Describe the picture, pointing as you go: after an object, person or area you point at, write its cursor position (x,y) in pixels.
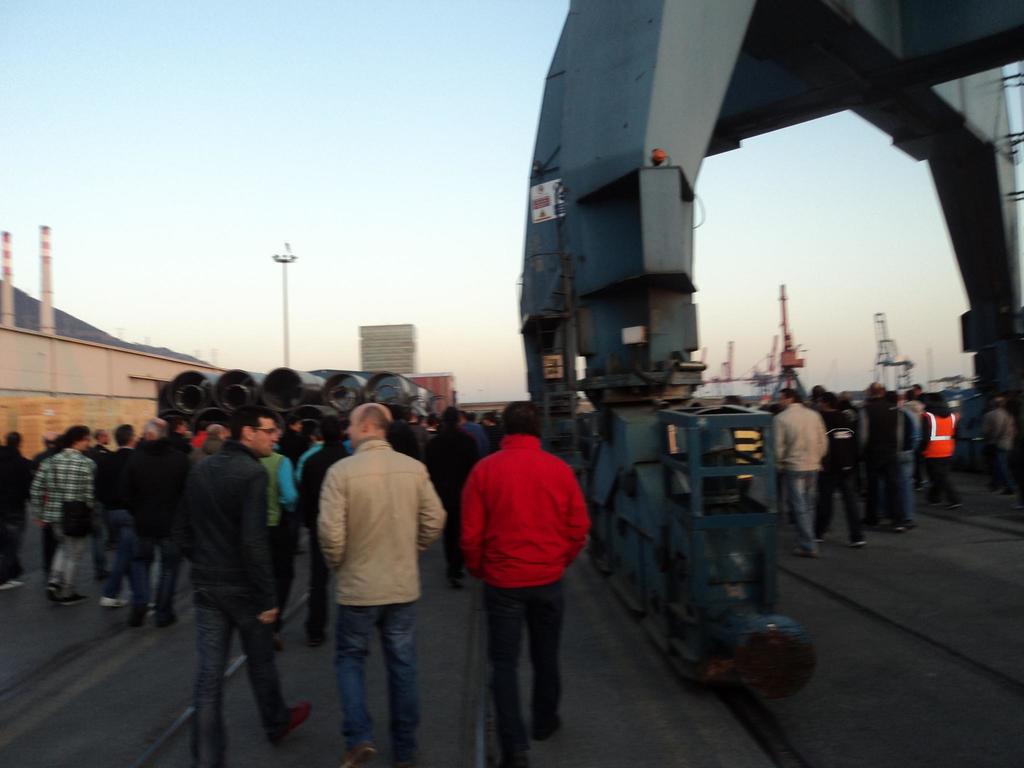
In the picture we can see people (341,522) are walking on the road (384,757) and beside them we can see a gateway construction (614,515) under it also we can see some people (807,473) are walking on the road (1003,572) and in the background (274,361) we can see a pole (288,361) and a sky (839,374).
